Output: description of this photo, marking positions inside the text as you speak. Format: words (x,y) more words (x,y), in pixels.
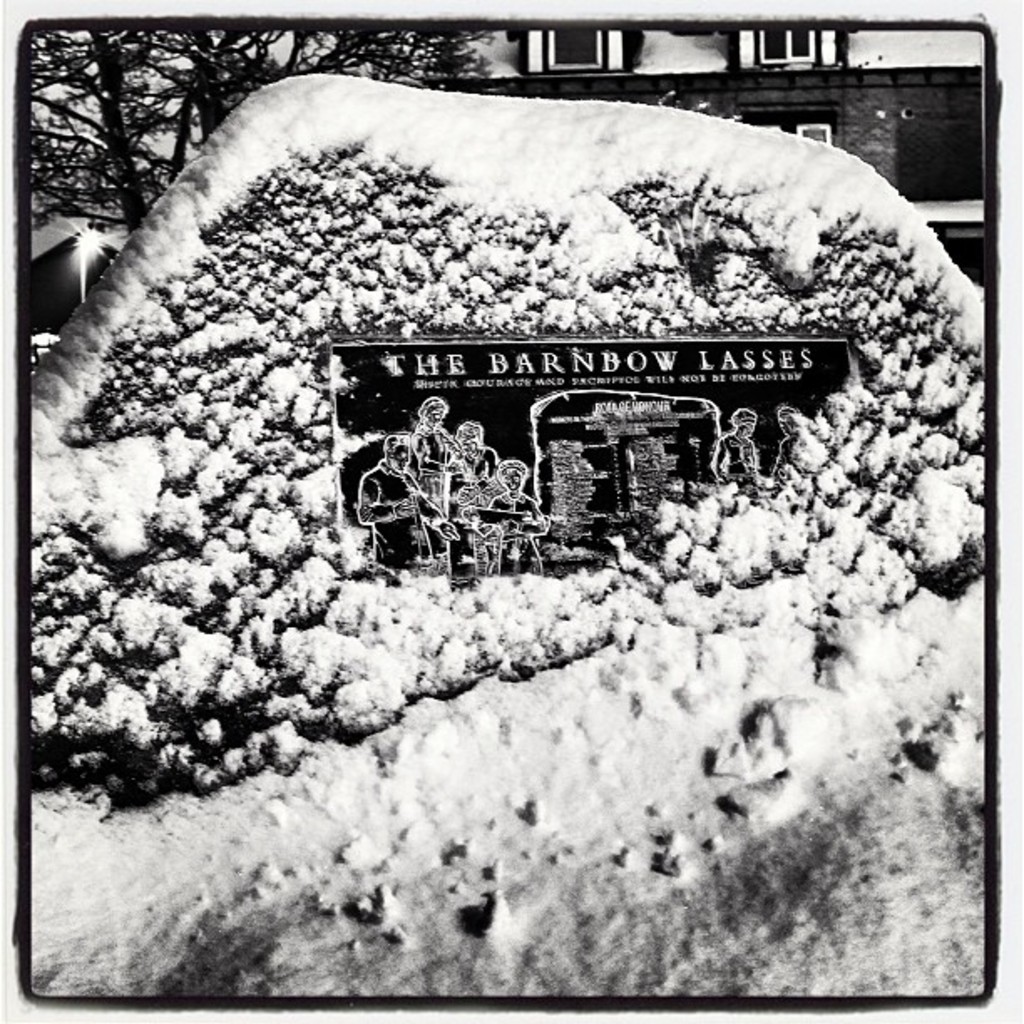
It is a black and white image with borders (995,164) and in the center (438,472) there is a board (620,375) and on the board (499,390) we can see the depictions of persons (471,487). We can also see the text (630,360). In the background (189,88) we can see the building (814,100) and also the tree (172,90) and the image is fully covered with snow (637,767).
